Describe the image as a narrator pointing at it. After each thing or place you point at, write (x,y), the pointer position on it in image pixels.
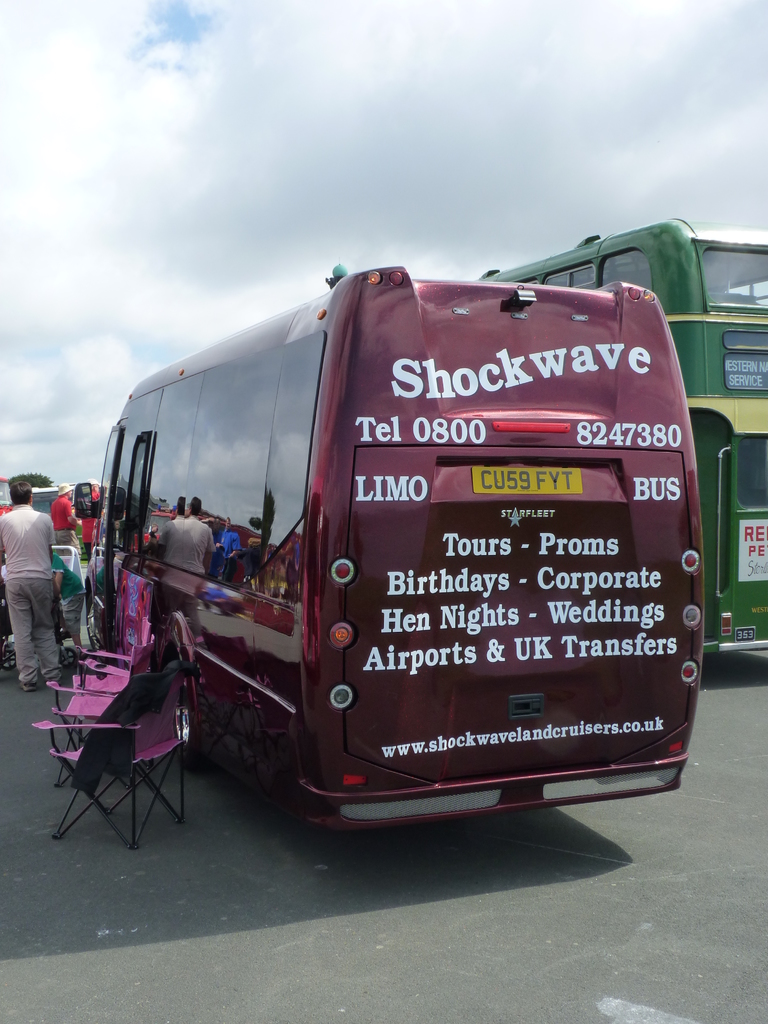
In this image I can see the ground (546,877), two buses (508,534) which are maroon and green in color on the ground (571,877), few chairs (127,707) and few persons (85,532) standing. In the background (85,472) I can see few trees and the sky (340,114).
